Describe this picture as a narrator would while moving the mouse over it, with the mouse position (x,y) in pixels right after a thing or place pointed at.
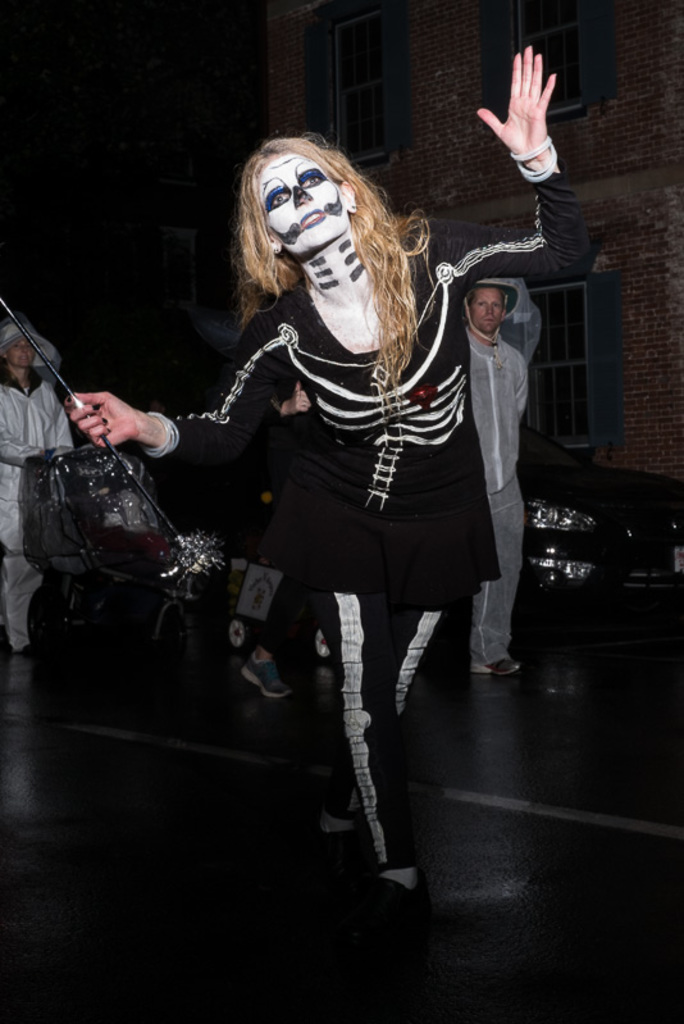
There is a woman (341,514) in motion and holding a stick (131,472). In the background (418,65) we can see people (31,379), windows (547,23), wall (428,100) and car (584,473).
